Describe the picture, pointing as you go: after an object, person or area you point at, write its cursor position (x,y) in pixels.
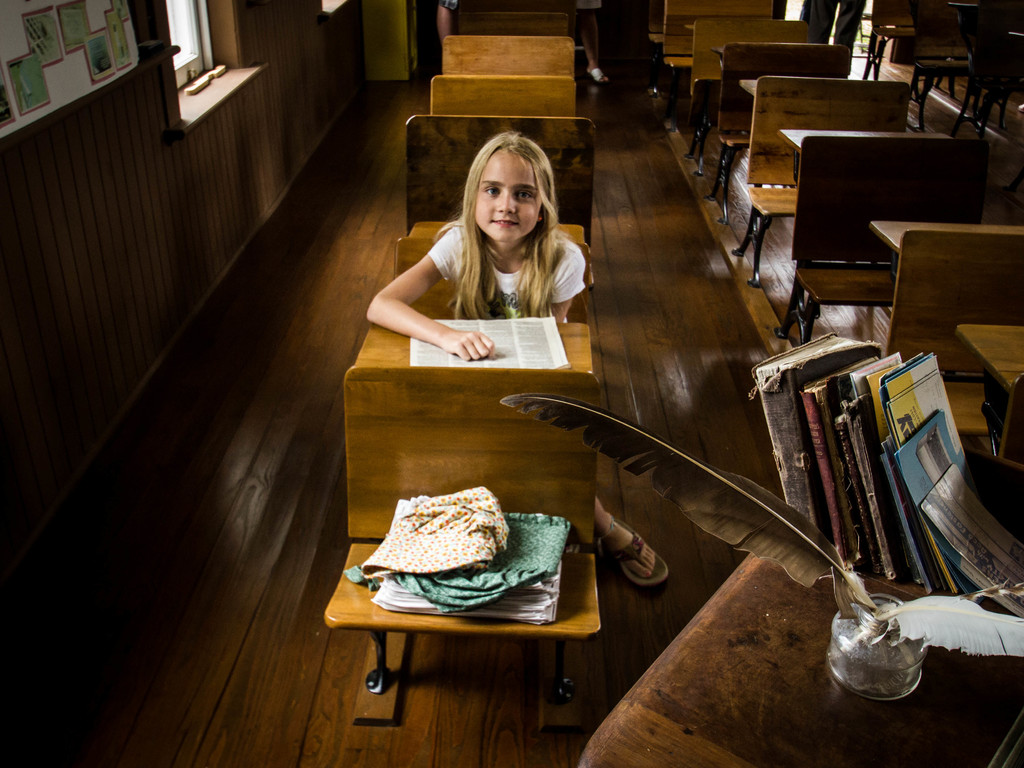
This picture looks like a classroom (185,267) consisting of tables (444,410) and chairs (459,368) and here is a little girl (461,280) sitting on a chair (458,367) with paper (479,323) in front of her the bottom right side of the picture (811,580) the table (915,723) consisting of feathers (728,516) in a bottle (857,615) and a group of books (776,425) and other left side window (199,63).
